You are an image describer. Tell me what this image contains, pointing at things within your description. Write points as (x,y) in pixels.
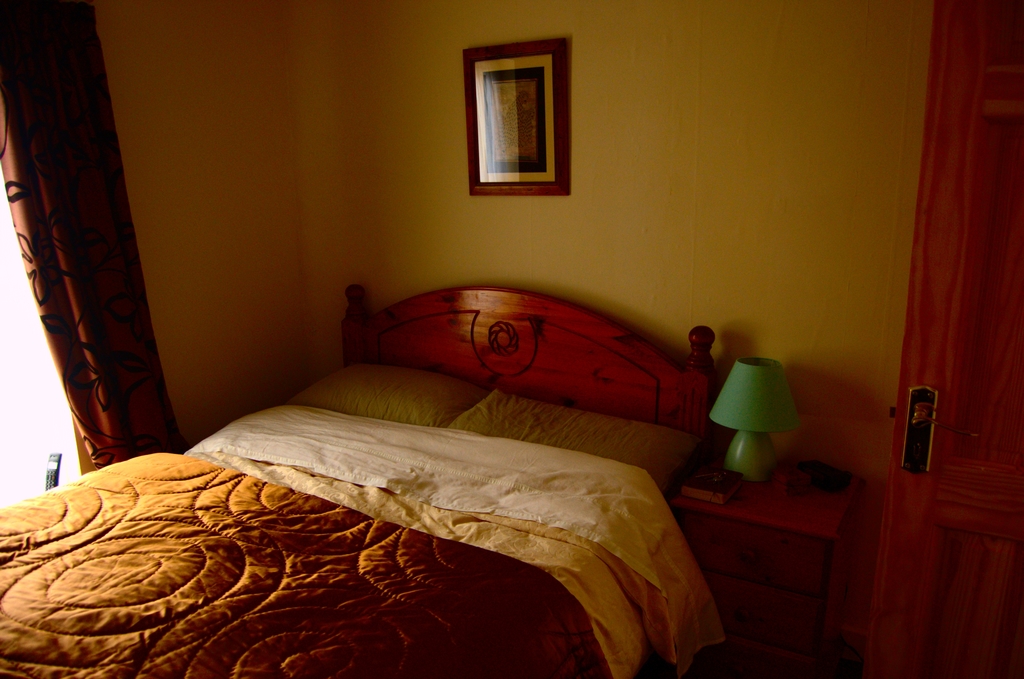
The image is taken in the room (602,184). In the center of the image (435,451) there is a bed (289,547) and cushions (393,415) placed on the bed (485,524), next to the bed (382,533) there is a stand (789,626) and lamp (741,469) placed on the stand (753,501). In the background (814,133) there is a door (967,99), curtains (80,206), and a wall (346,159).
